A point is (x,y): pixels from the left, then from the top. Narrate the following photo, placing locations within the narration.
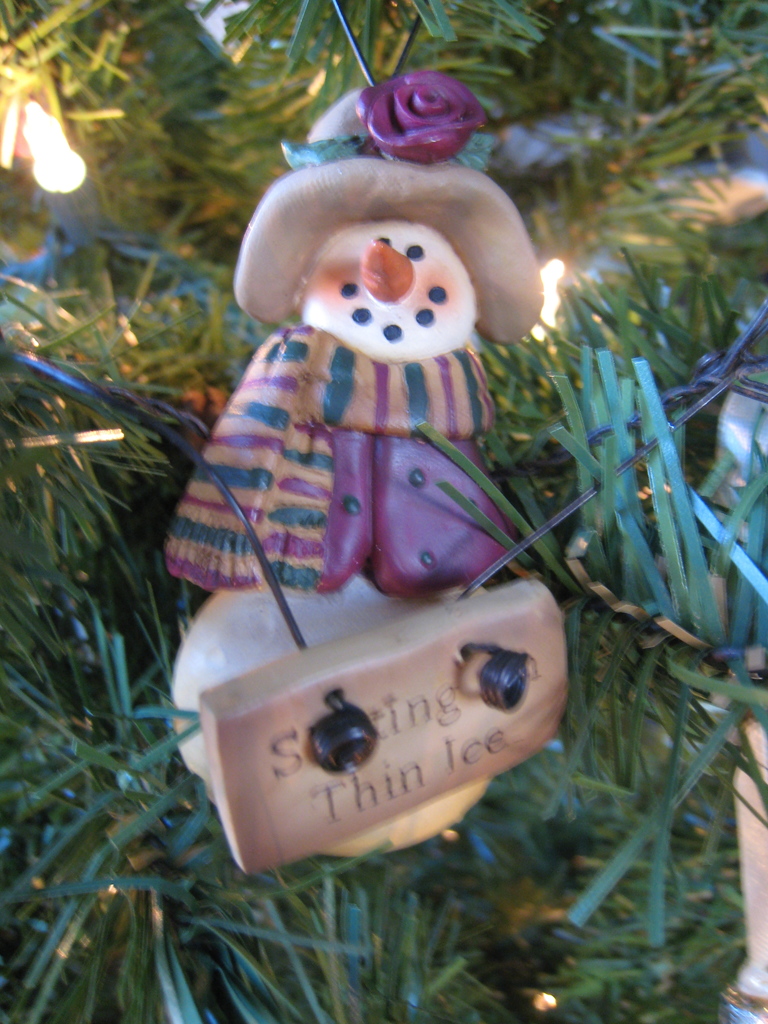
In this image there is a toy (334,475) on the tree (148,712). In front of the toy (369,592) there is text (344,777) on a small wooden board (414,743). There are wires (156,410) to the board (384,738). There is a tree (137,379) in the background (431,856). In the top left (54,124) there is the light (58,150).
